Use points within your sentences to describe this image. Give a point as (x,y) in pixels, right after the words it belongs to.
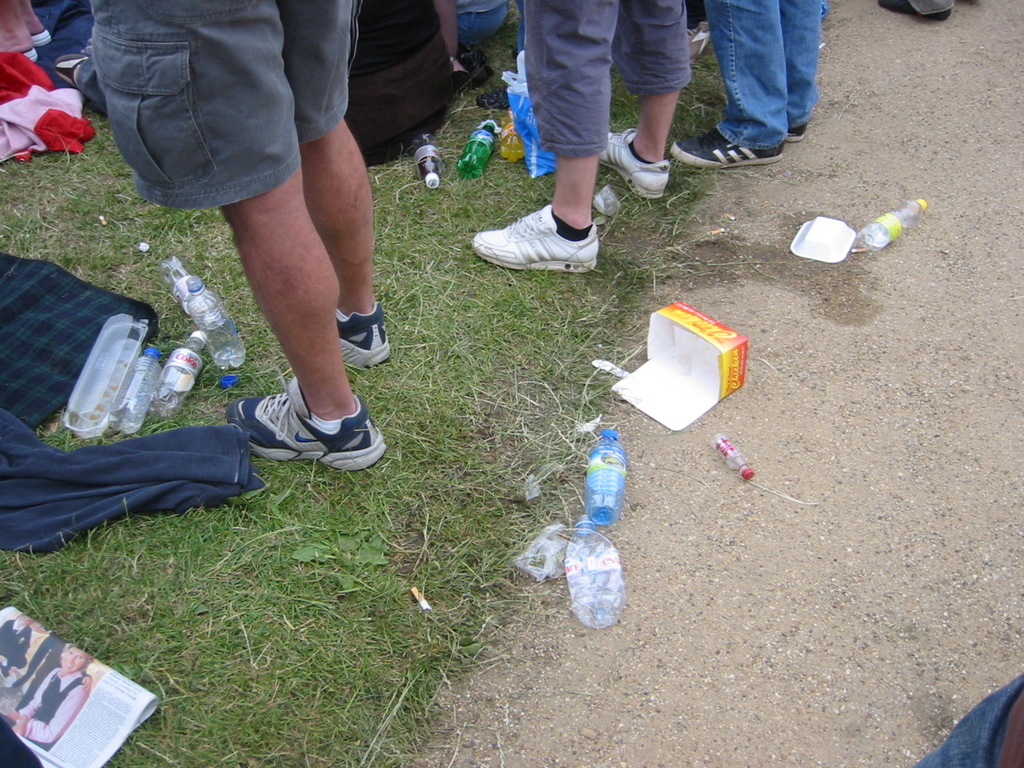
This image is clicked outside. There is grass (409,346) in this image. There are Water bottles (584,528), boxes (651,353) which are thrown. There are so many people (189,156), three of them (542,83) are standing, three of them (567,251) wore shoes (321,448). On the left side (87,510) there are clothes (20,494) on the grass (160,656) and on the left side (11,702) bottom corner there is newspaper (98,744).
